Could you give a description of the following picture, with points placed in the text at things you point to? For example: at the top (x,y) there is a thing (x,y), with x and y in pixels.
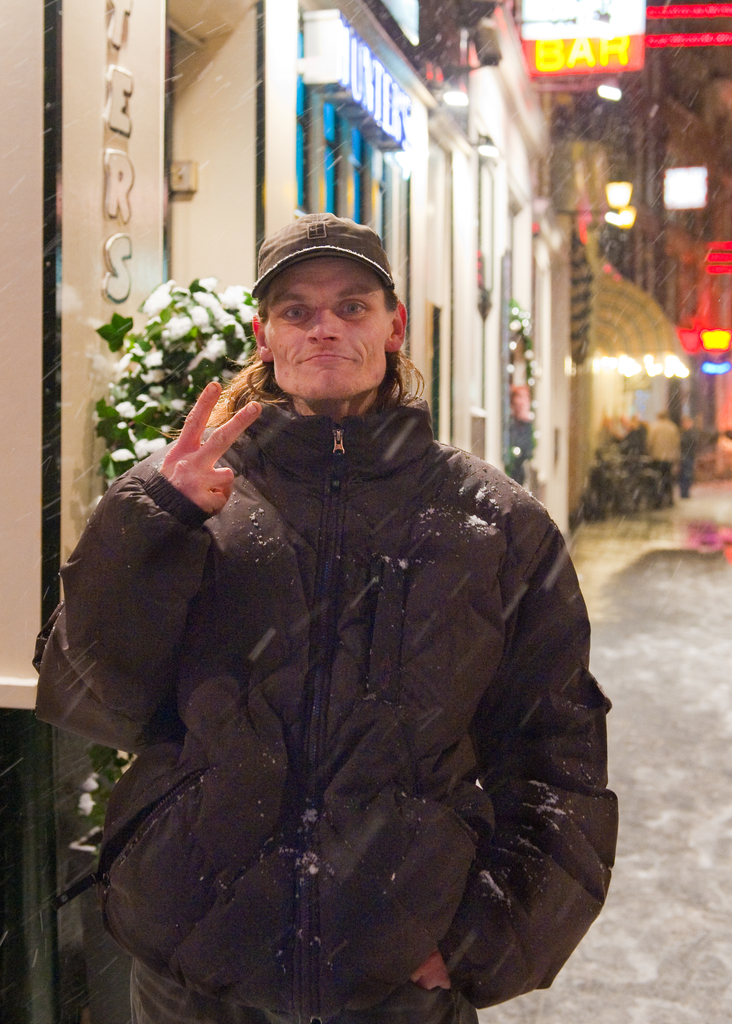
In the image we can see there is a man (294,548) standing and he is wearing jacket (297,589) and cap (323,234). Behind there are buildings (463,225).
